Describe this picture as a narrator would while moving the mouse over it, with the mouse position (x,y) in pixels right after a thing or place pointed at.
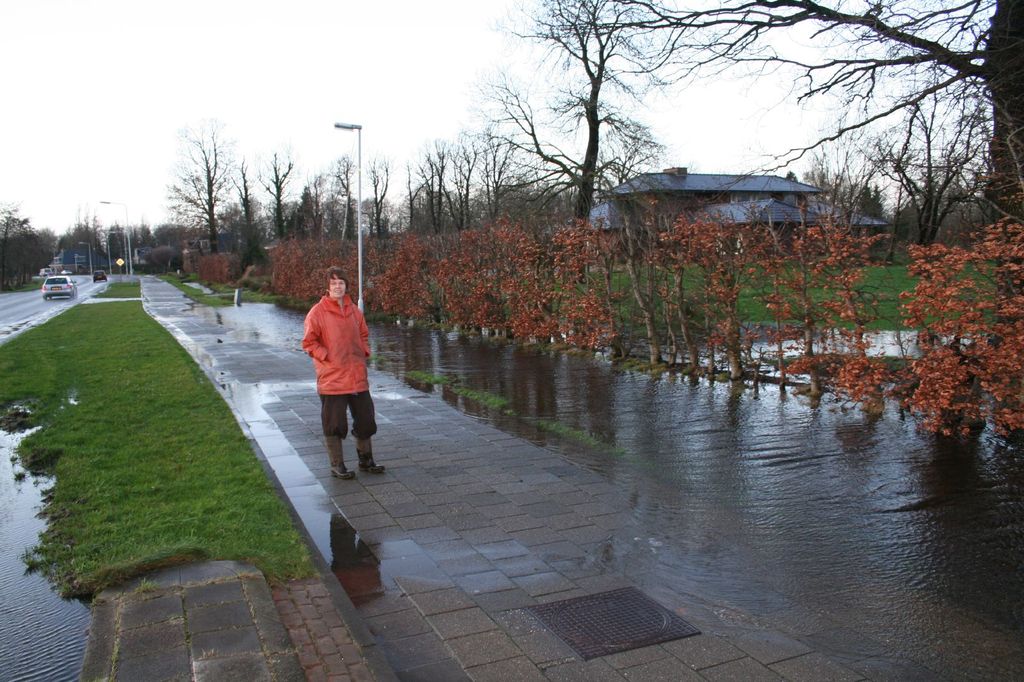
In this image we can see a person (331,329) on the path (368,510). Image also consists of many trees (474,280) and light poles (361,202). We can also see a house (712,214) and also cars (48,294) and grass (148,458) in this image. At the top (231,47) there is sky (231,47) and at the bottom (43,632) we can see the water (937,507).
